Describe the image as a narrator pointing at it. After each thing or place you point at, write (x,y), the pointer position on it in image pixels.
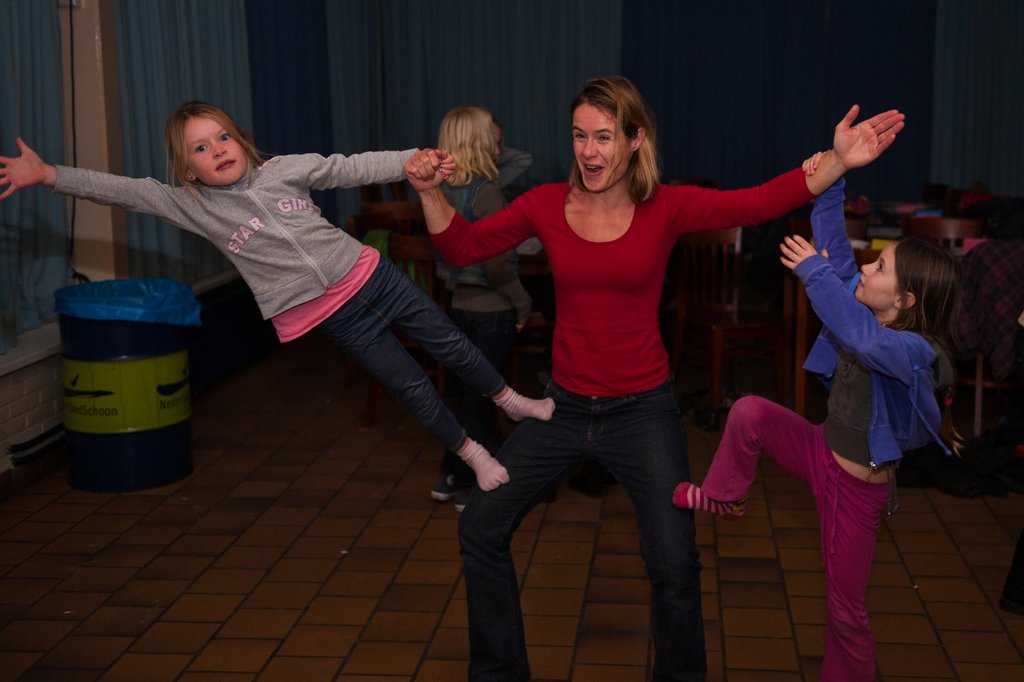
In this picture we can see a woman (634,145) and a few kids (816,282). We can see the chairs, curtains (728,48) and other objects (169,454).
